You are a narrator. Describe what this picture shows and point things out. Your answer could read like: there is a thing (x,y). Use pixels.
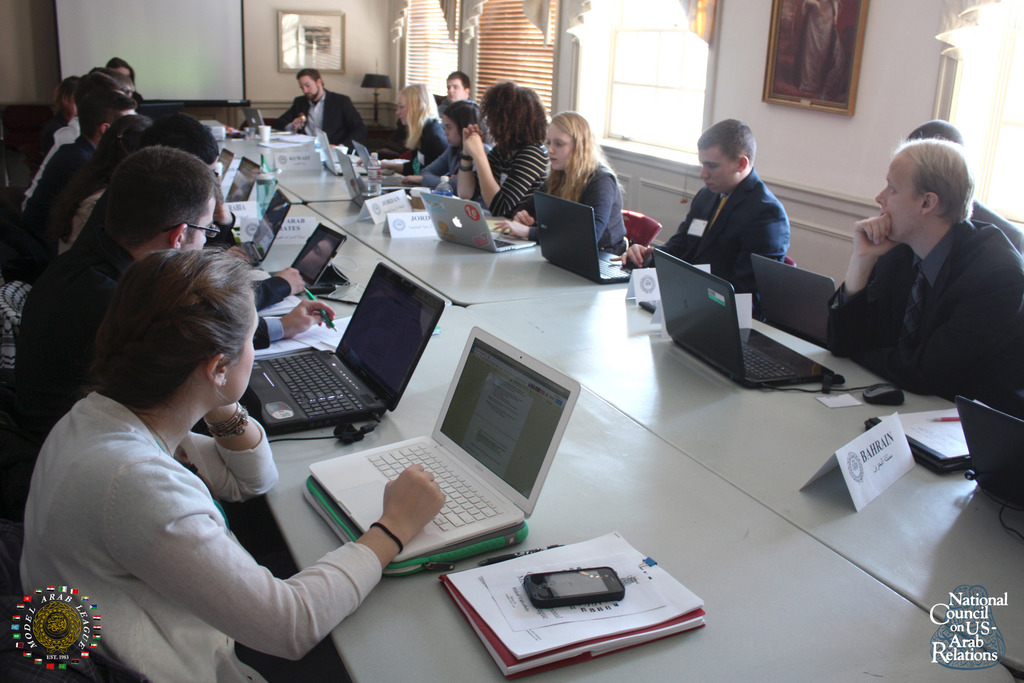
In this picture we can see a group of people (212,653), here we can see a table (810,616), on this table (770,635) we can see laptops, mobile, papers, name boards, bottles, mouse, pens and in the background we can see the wall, photo frames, windows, curtains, in the bottom right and left we can see some text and a logo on it.
